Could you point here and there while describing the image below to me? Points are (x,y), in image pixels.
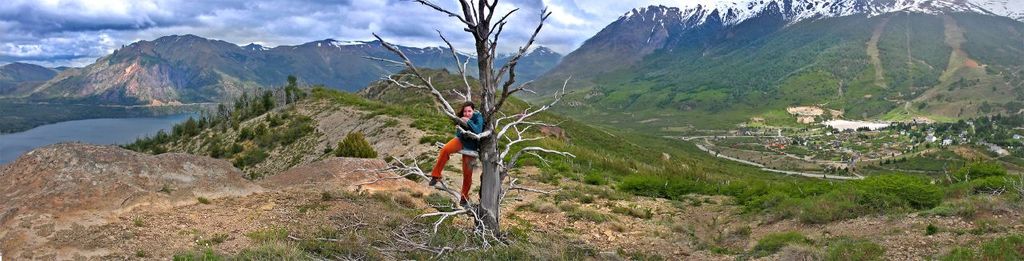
In this picture we can see a woman (436,172) standing on a tree branch (446,183) and in the background (759,43) we can see mountains (176,74), water (61,132), trees (282,116), sky (235,16) with clouds (264,18).
